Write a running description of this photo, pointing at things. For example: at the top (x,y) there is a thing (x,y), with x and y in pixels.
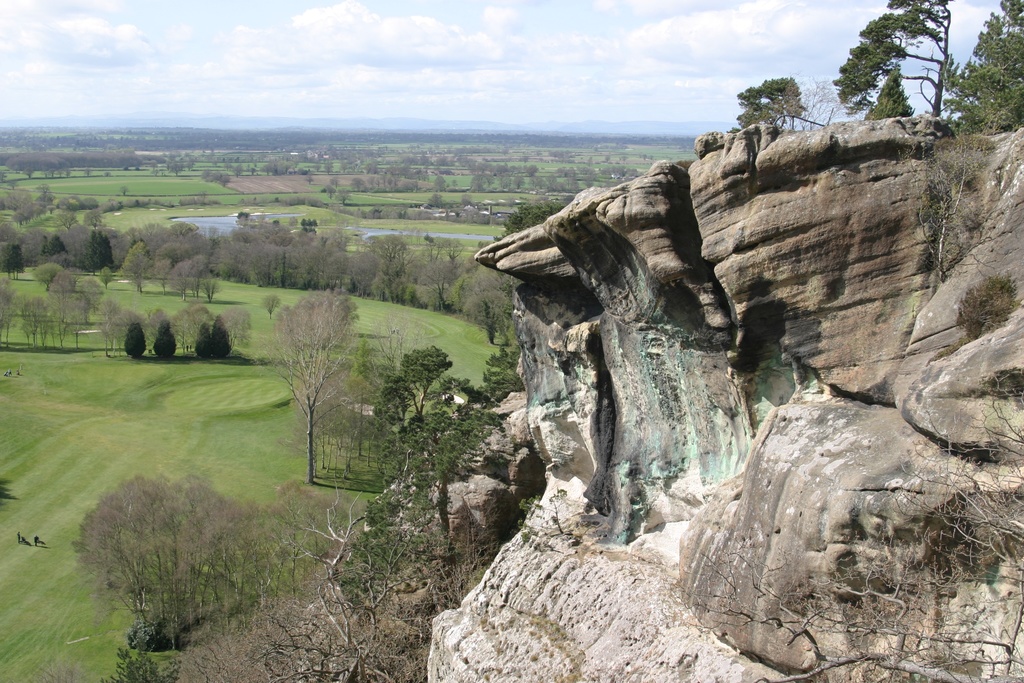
This is a aerial view. In this image we can see hill (583,268), trees (236,272), grass (185,458), plants (213,322), water (194,229), sky (262,75) and clouds (204,62).
